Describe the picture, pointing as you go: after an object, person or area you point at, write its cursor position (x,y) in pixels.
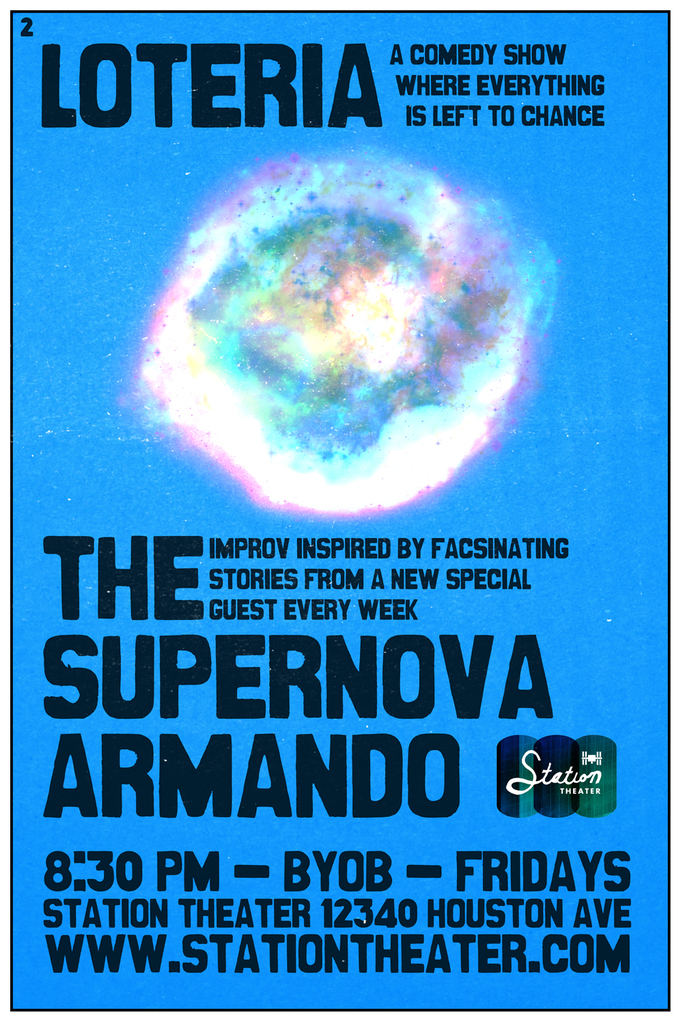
This looks like a poster (316,664). I can see the letters (209,98), which are black in color. I think this is a picture. This poster (323,389) looks blue in color.
